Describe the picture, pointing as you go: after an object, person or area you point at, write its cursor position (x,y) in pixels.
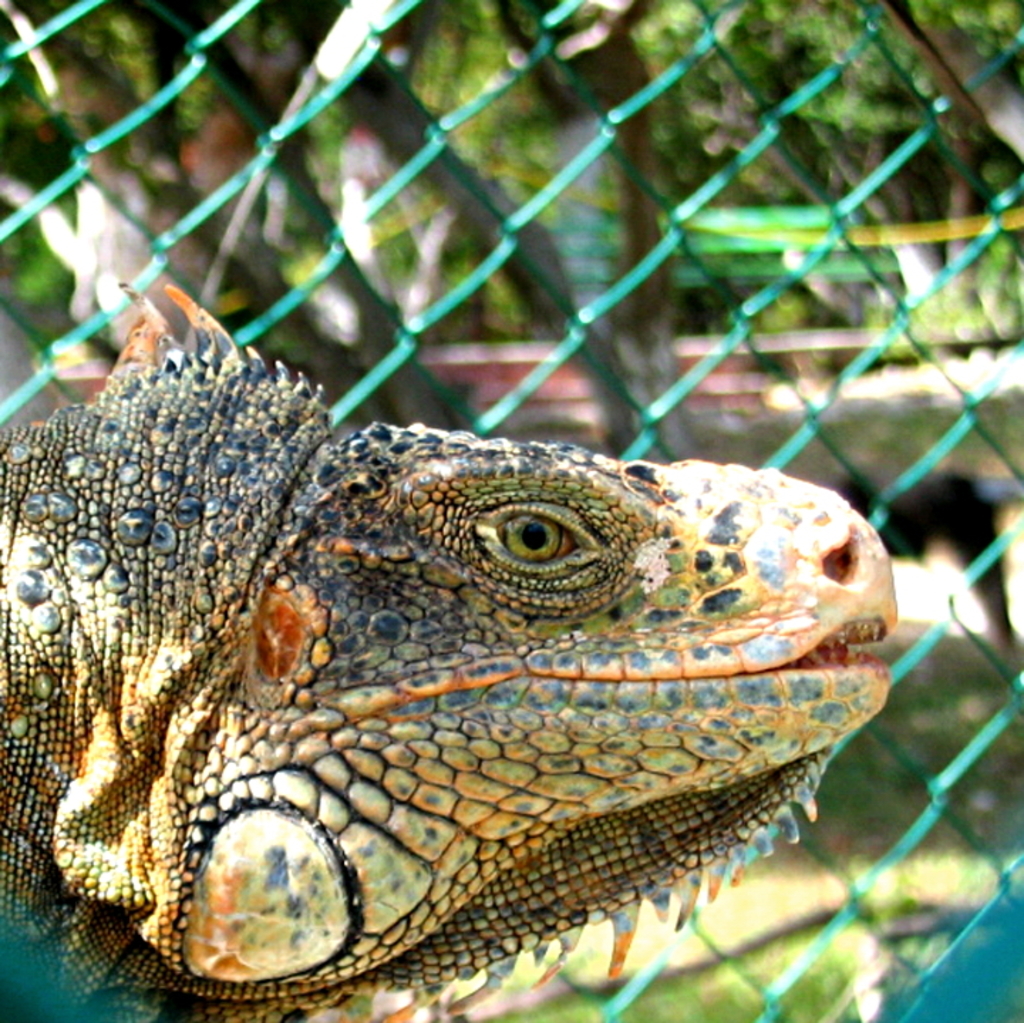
In this image, we can see an iguana (356,647). In the background (365,94), we can see a net fence (879,171) and trees (924,196).
